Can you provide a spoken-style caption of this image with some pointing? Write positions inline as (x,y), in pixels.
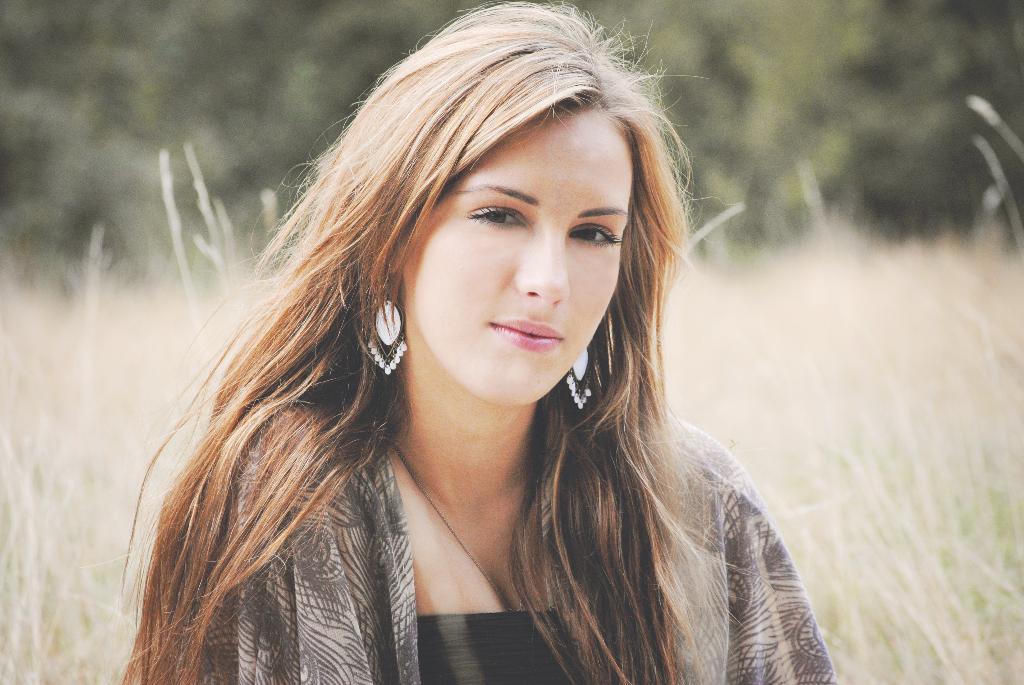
this image I can see a person (173,567) visible on grass (790,278).
